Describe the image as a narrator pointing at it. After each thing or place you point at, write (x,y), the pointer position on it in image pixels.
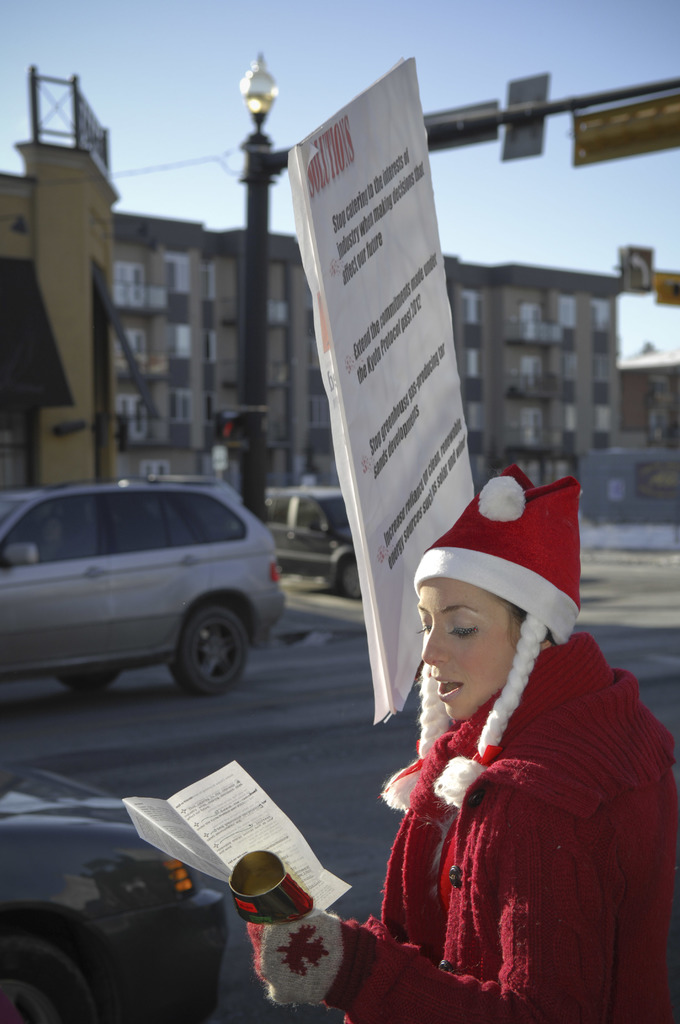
There is a woman (471,819) wearing red coat (513,825) and a red hat (531,565) on her head (498,628) is holding some objects (274,832) in her hands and there are three vehicles (129,833) on the road (204,721) in front of her and there are buildings (526,369) in the background (317,395).
